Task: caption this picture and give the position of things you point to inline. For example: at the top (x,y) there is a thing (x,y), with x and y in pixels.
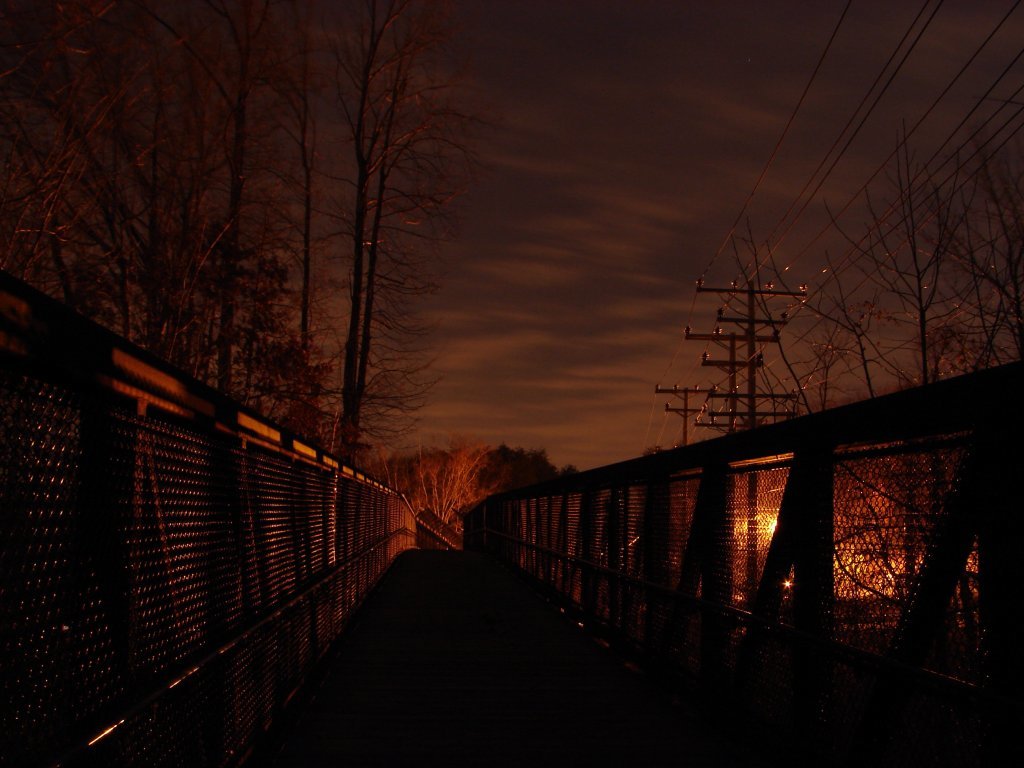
In this image there is a bridge (512,569). On the right (742,506) and left side of the bridge (488,549) there is a railing (669,535). In the background (328,341) there are trees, utility poles (753,392) and the sky (587,299).
